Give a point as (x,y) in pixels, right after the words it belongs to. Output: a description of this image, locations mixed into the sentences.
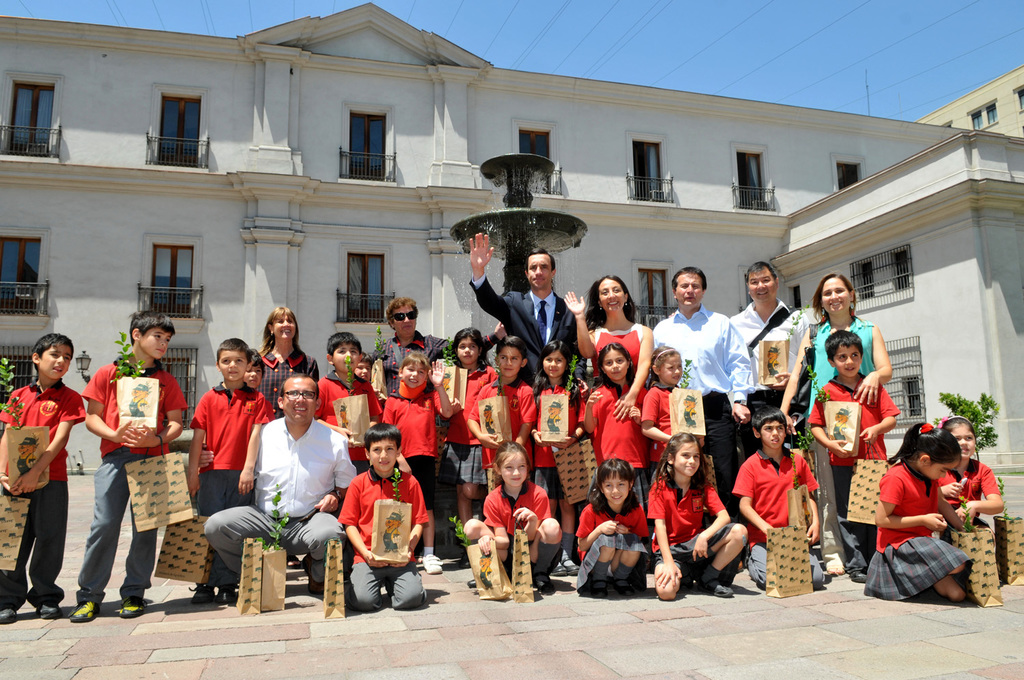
In this picture, we see people (417,378) standing and kneeling. Most of them are holding a bag (566,434) containing plant (449,362) in their hands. Behind them, we see a fountain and a building (663,221) in white color. We even see an iron railing (906,384). At the top of the picture (769,58), we see the sky (708,52) and the wires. It is a sunny day.
